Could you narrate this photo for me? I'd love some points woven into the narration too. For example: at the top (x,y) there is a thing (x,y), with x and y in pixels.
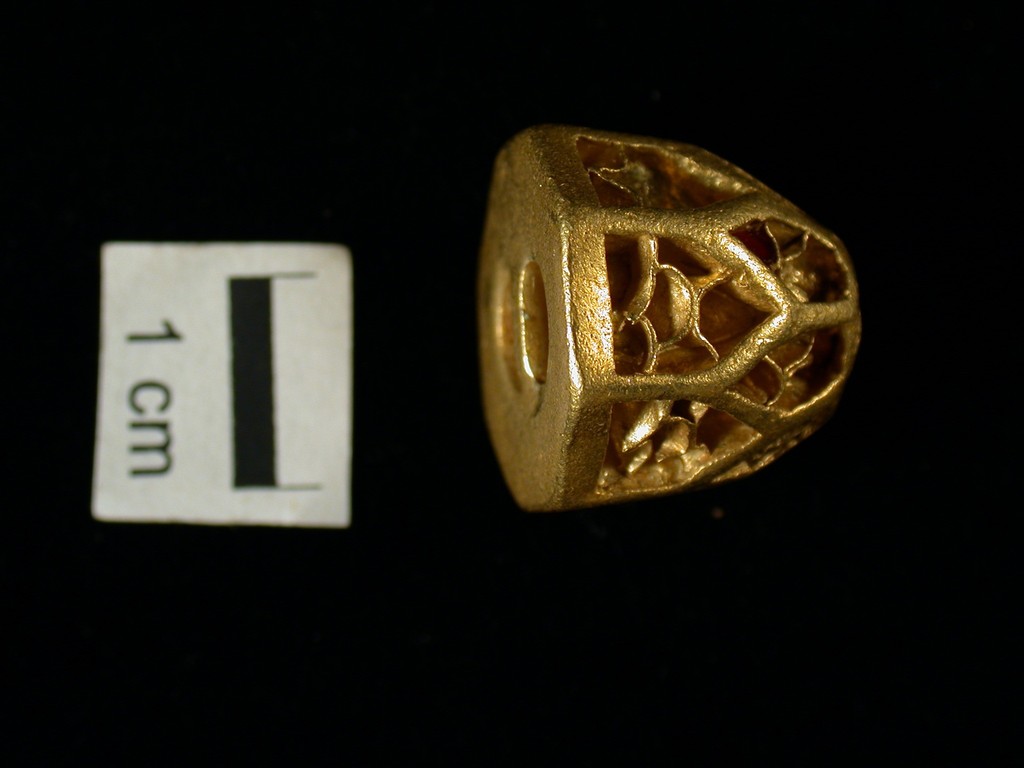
In this picture there is an ornament (638,341). On the left (168,327) there is a paper (172,389) with text (145,448) on it. At the bottom (502,661) there is a black cloth (406,106).
